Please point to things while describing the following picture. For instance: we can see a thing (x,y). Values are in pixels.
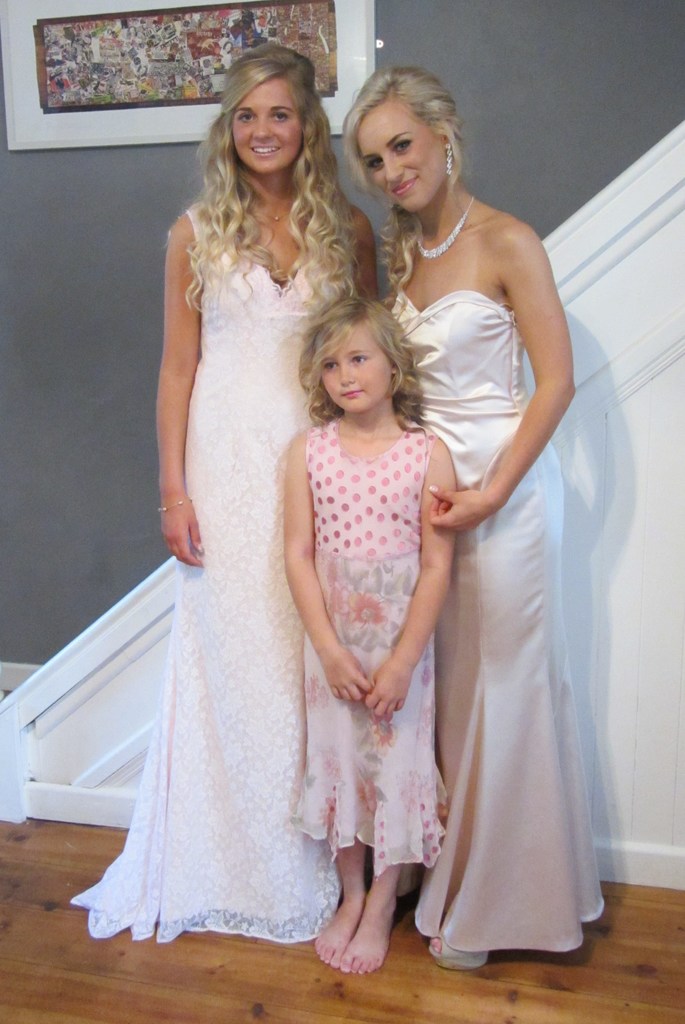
In this picture we can see three people (268,861) on the floor (415,937) and in the background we can see a photo frame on the wall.
